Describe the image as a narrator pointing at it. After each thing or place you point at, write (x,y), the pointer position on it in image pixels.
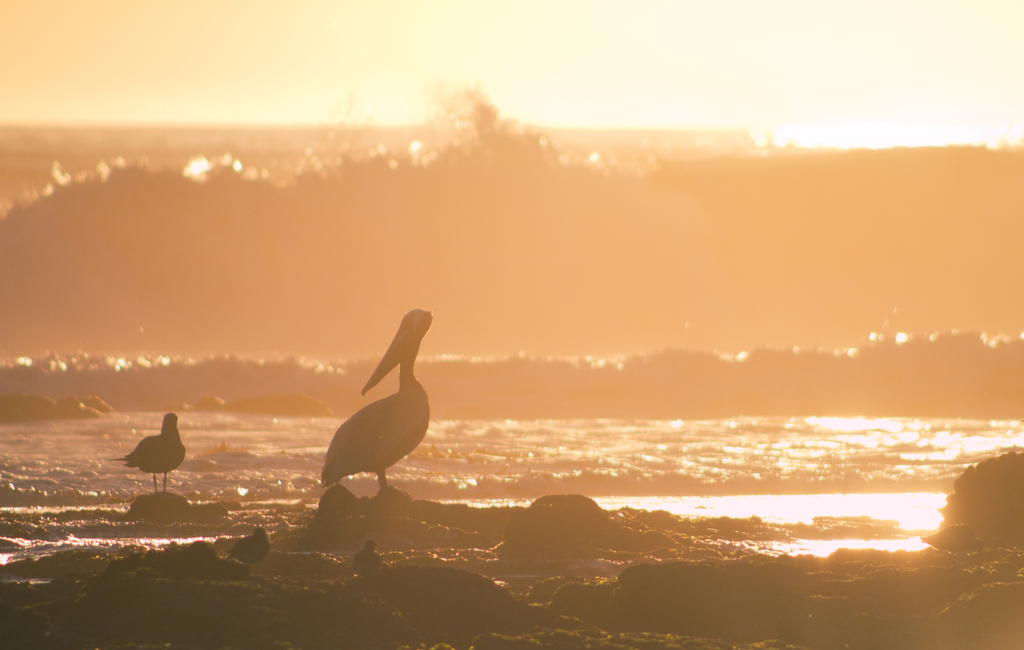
In this image there are birds (382,464) on the stones (546,587) and there are waves (551,178) in the water (445,214).
